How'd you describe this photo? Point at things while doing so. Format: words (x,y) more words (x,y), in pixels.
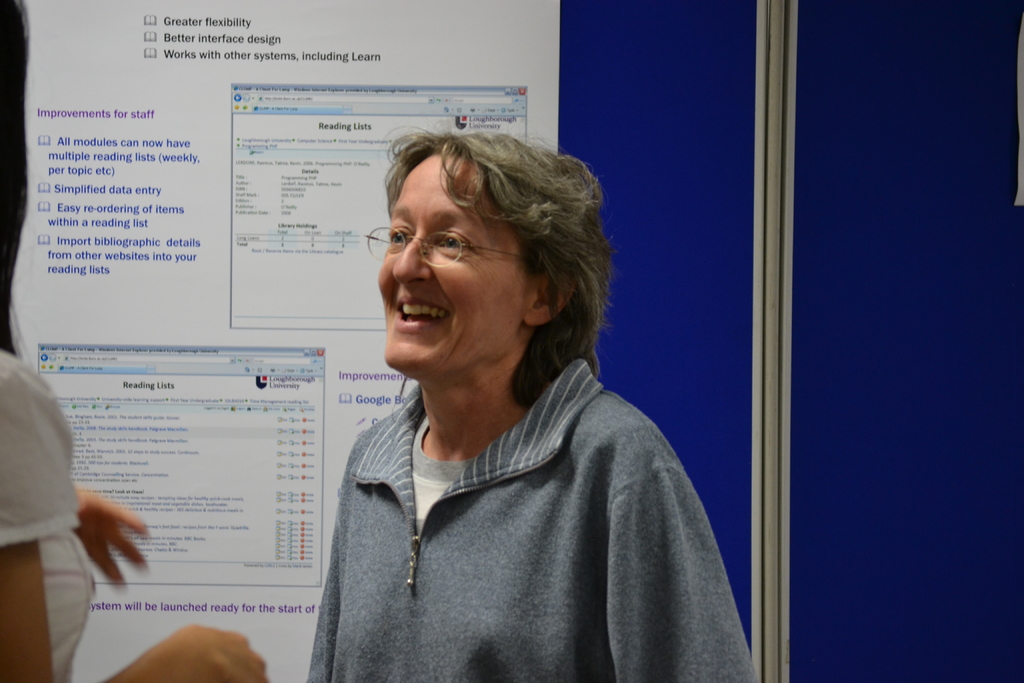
In the center of the image (489,367) we can see two persons (58,450) are standing. And the right side person (554,494) is smiling, which we can see on her face (427,362). In the background (48,248) there is a screen (356,194). And we can see something written on the screen (313,346).
